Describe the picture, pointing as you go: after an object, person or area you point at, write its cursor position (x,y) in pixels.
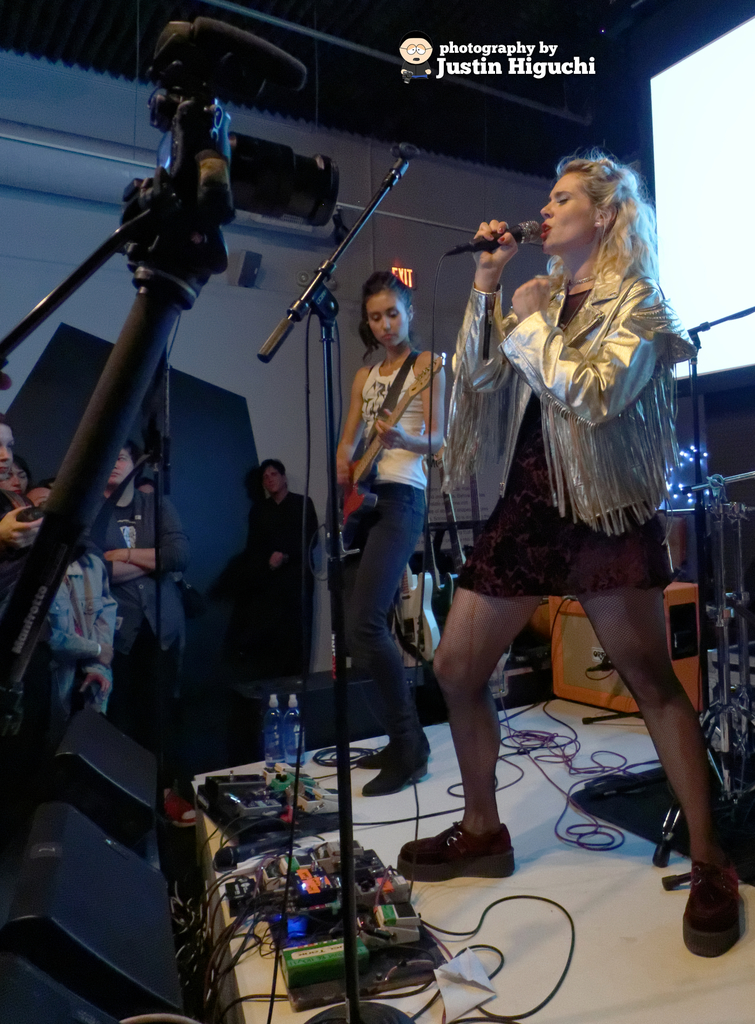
In this picture, we can see two women (382,433) standing on the stage (549,895). The woman (489,364) on the right (586,274) is wearing gold color jacket (580,382) is singing song on microphone (493,236). She is wearing shoes (479,850). The other woman (400,444) standing on the stage (626,900) is playing guitar (421,388). She is wearing white t-shirt (393,468) and blue jeans (379,626). She is also wearing shoes (389,782). On stage (401,796), we can find plugins (358,914) and two water bottles (282,732). you can even find microphones (479,243). Left corner of this picture (140,589), you can see people (67,634) standing and listening to her song. Background (227,456) we find the other man (280,490) listening and we can find wall (206,354), white wall (210,341) and the roof (340,108) of the auditorium (470,107).
